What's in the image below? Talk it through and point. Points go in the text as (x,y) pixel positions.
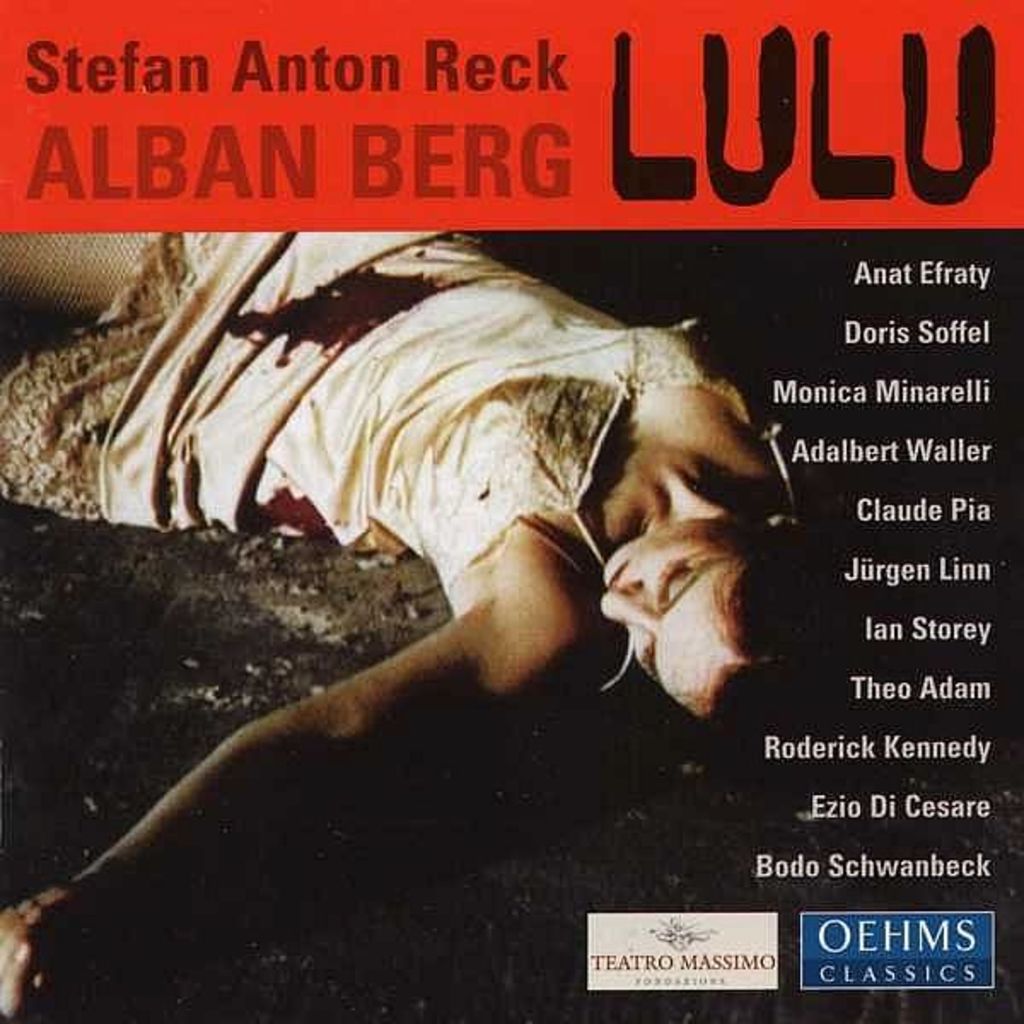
In this image I can see a woman (227,525) is lying and I can see she is wearing white colour dress (461,458). I can also see red colour spots (301,302) on her dress (291,520). On the top of this image (701,180) and on the right side (981,971) I can see something is written.
